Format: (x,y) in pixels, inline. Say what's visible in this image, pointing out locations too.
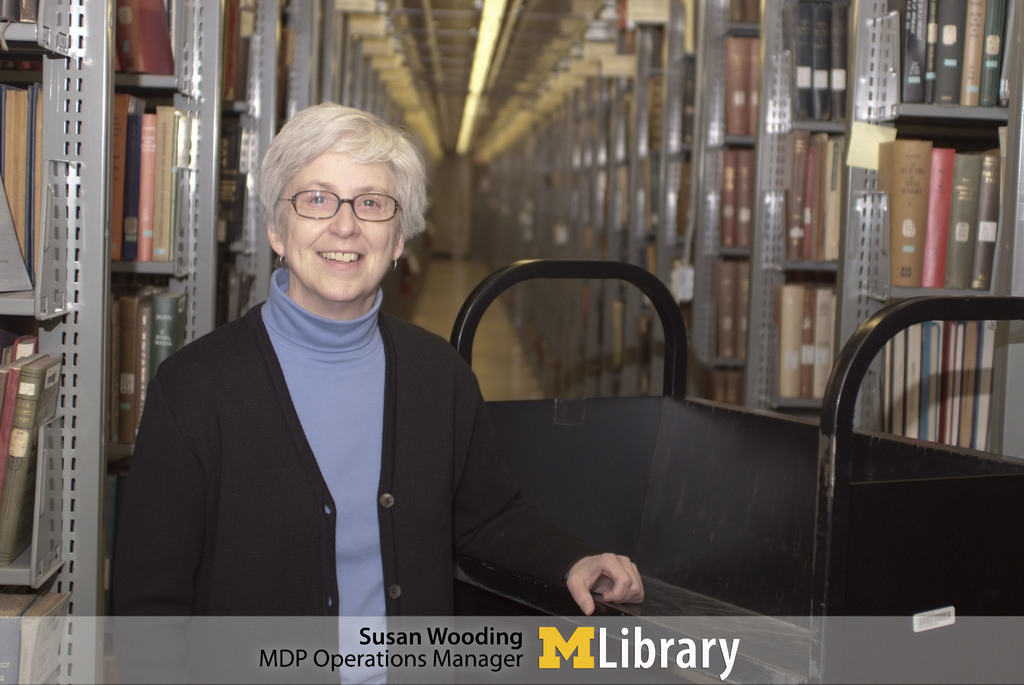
In the front of the image (324,285) there is a black object (668,492) and person (339,360). In the background of the image (954,351) there are racks (957,293), books (156,163) and lights (489,42). At the bottom of the image (498,642) there is a watermark (526,641).
